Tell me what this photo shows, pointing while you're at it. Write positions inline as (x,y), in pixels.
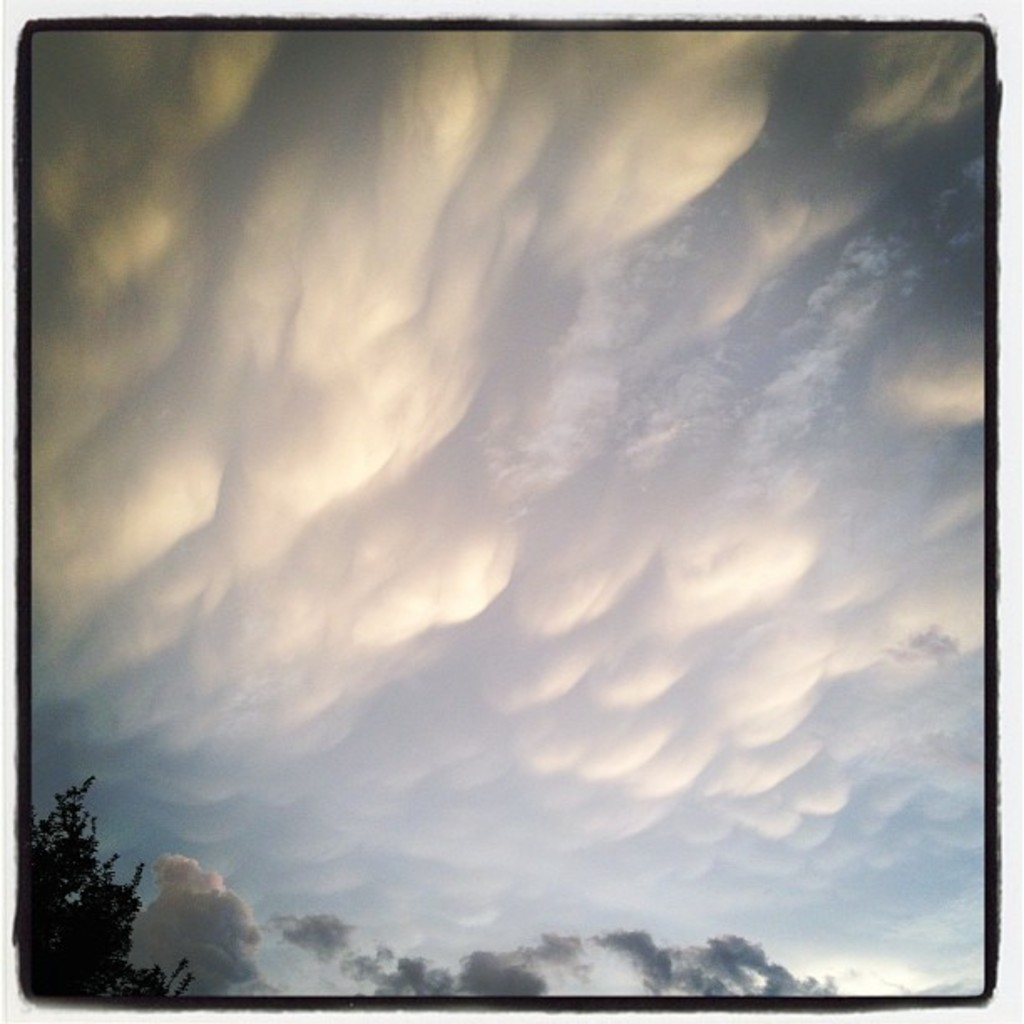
On the left side of the image (93,955) there is a tree (110,956). In the background of the image (392,621) there are clouds (595,612) in the sky (943,461).
